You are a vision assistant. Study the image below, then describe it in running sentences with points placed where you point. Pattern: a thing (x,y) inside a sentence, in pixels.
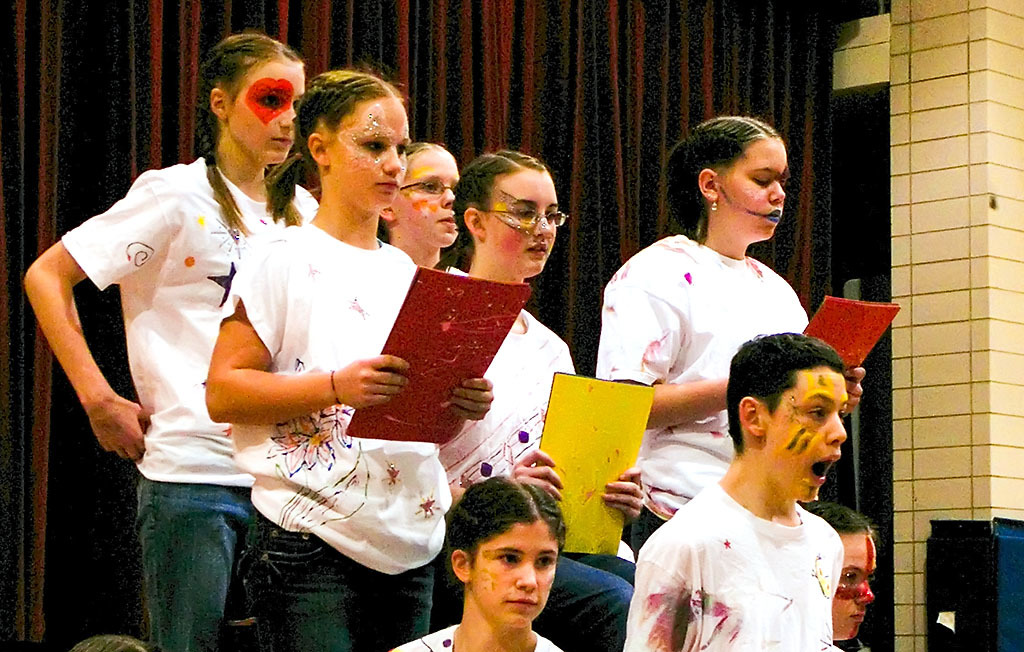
In this image there are group of kids (553,460) who are having a paint (382,137) on their face (335,146). All of them are wearing the white t-shirts (508,403) on which there is some paint (692,599). In the middle (666,356) there are two girls (713,344) who are holding the red color cards (492,315). In the background (470,63) there is a curtain (487,60). On the right side (934,161) there is a pillar (958,162). At the bottom (986,597) there is an object (972,583). In the middle (518,362) there is a girl (548,339) who is holding the yellow color card (599,432).
